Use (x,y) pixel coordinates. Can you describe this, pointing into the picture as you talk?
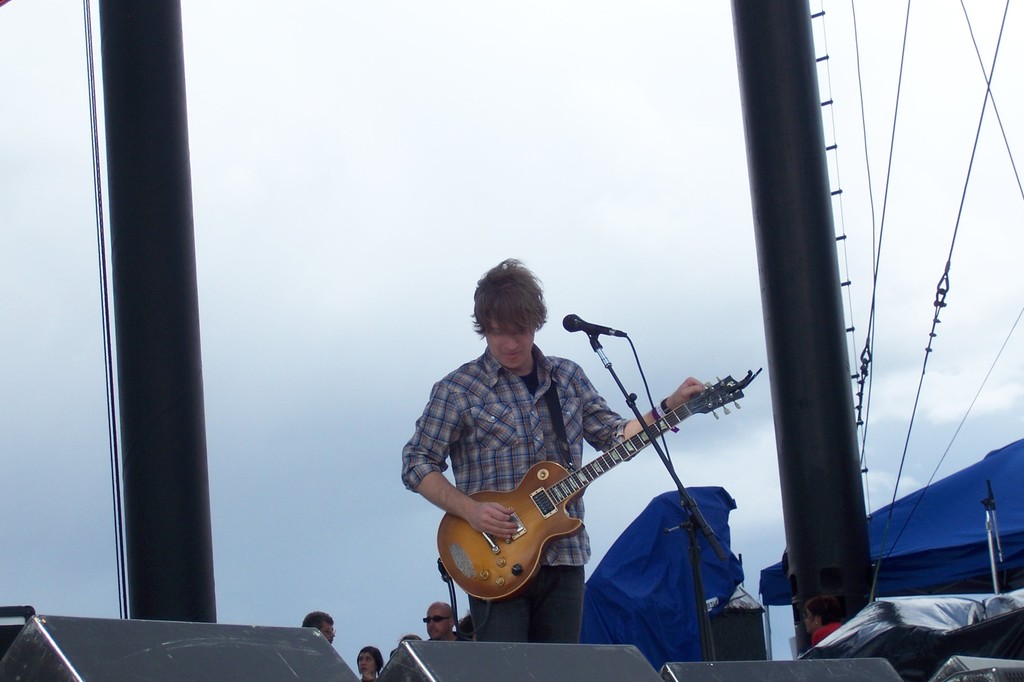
In this image I can see a person (500,531) standing. He is in-front of the mic (591,326) and playing guitar (531,542). At the right (817,621) there is a person (829,617). At the back side of him there are group of people (462,624). In the background (515,195) there is a blue tent (935,516) and the sky (494,103).
